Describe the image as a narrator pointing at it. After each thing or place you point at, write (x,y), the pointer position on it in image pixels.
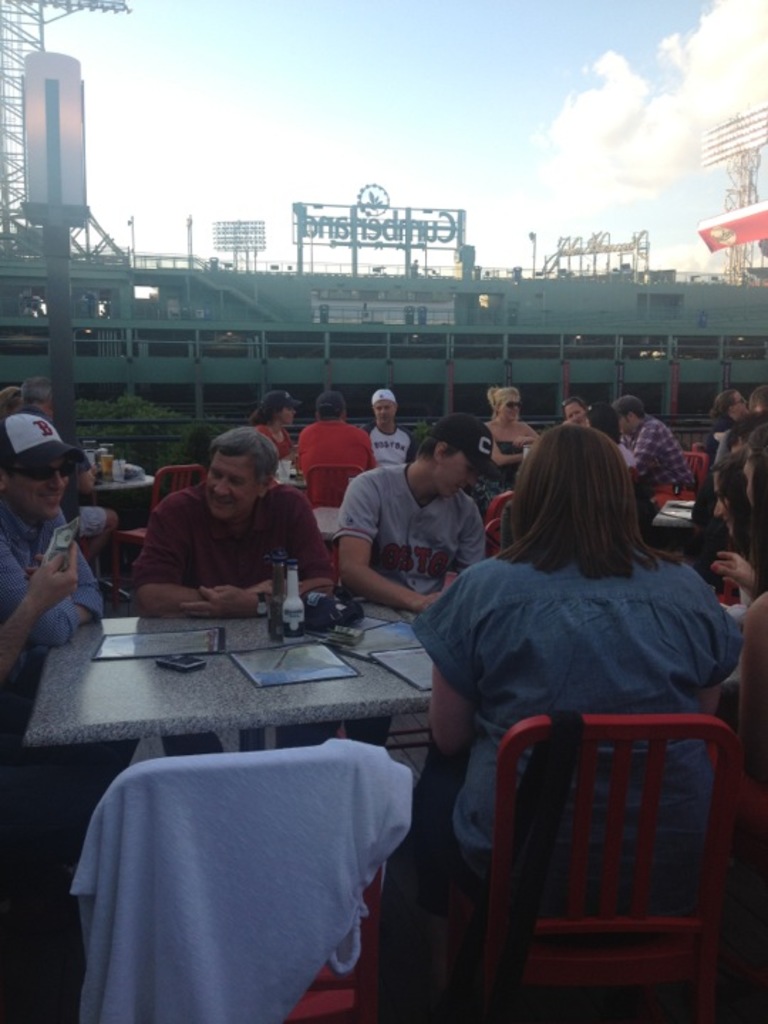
In this image I see lot of people (19,505) sitting on the chairs (664,976) and there are tables (660,521) in front of them. In the background (521,204) I see the sky (124,200).
